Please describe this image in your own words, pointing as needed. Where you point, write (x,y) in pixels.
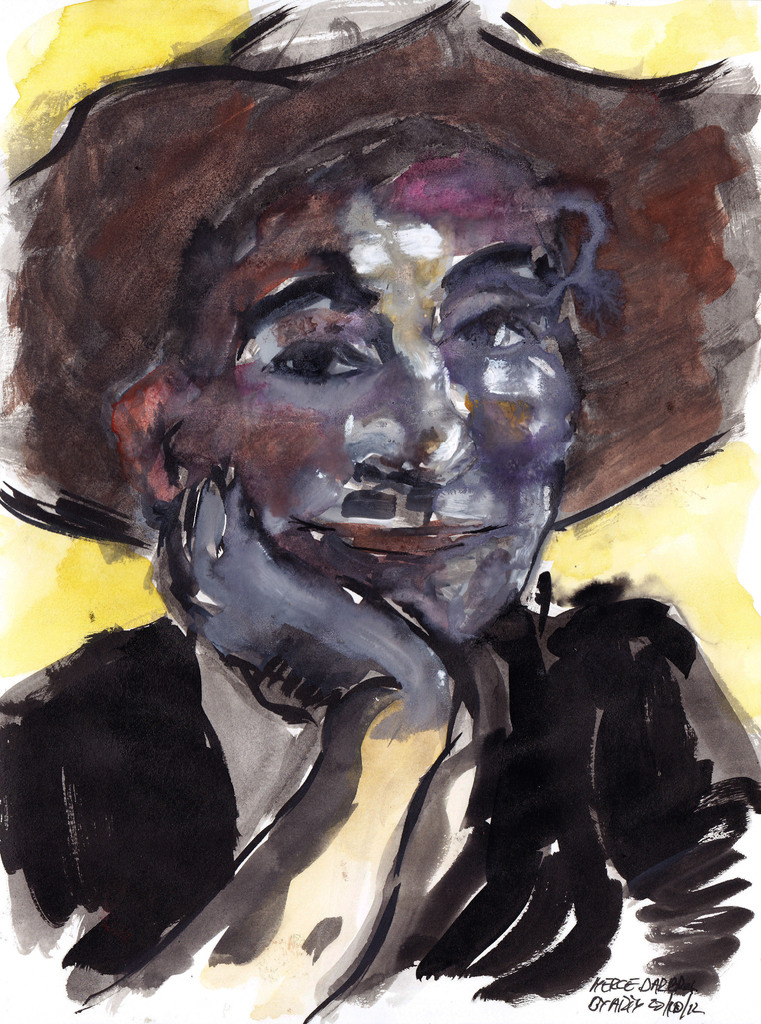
In the center of the image (463,447) we can see one painting (395,510), in which we can see one person (357,599) wearing a hat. In the bottom right side of the image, we can see some text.
